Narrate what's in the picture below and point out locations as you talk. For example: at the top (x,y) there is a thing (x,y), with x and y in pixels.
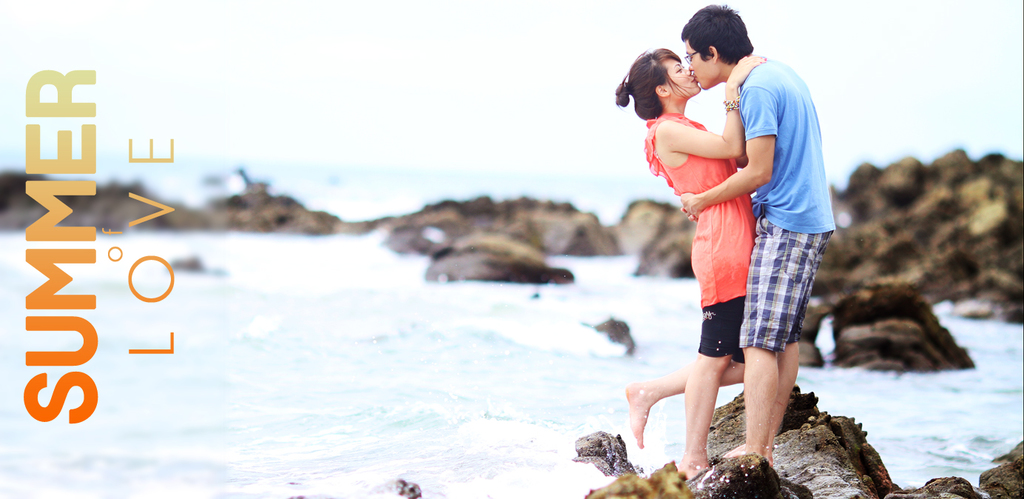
In this image, we can see a couple (671,135) standing on the rock (774,476) and they are kissing, we can see some rocks (482,271) in the water (359,244).
